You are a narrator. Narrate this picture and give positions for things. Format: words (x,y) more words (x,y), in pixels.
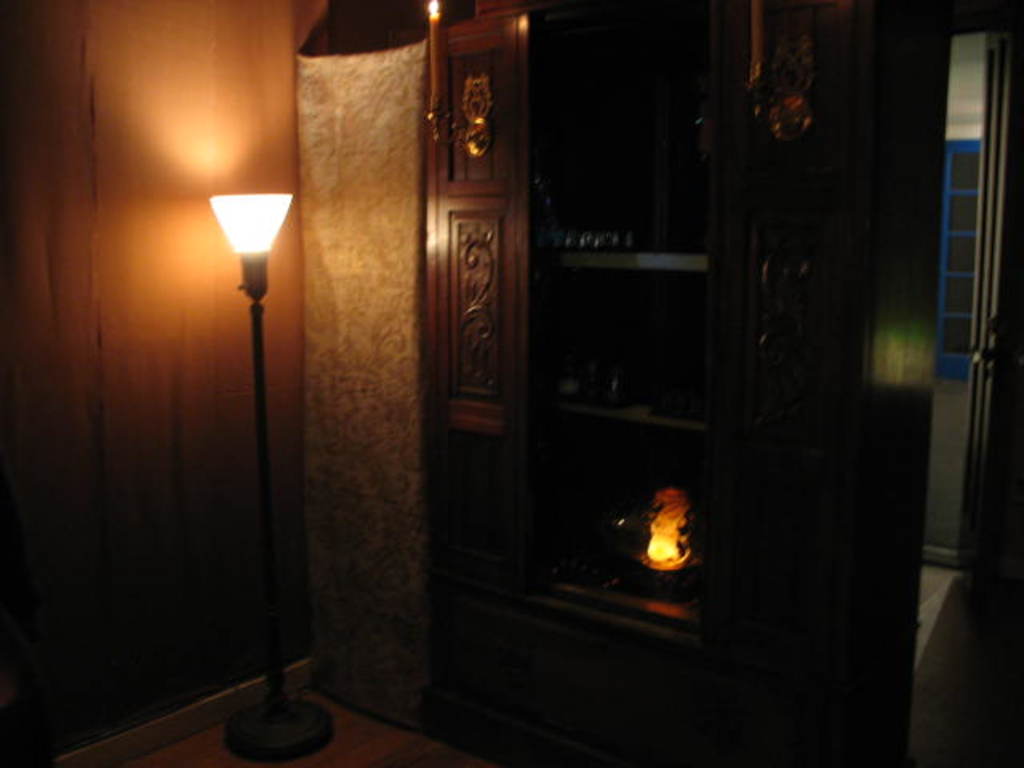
In the center of the image (451,407) we can see a cupboard (775,297). On the left side of the image (169,256) we can see a lamp (245,231), wall (243,340), curtain (329,277) are present. On the right side of the image (968,219) a window (953,241) is there. At the bottom of the image (363,741) floor (379,749) is present.
